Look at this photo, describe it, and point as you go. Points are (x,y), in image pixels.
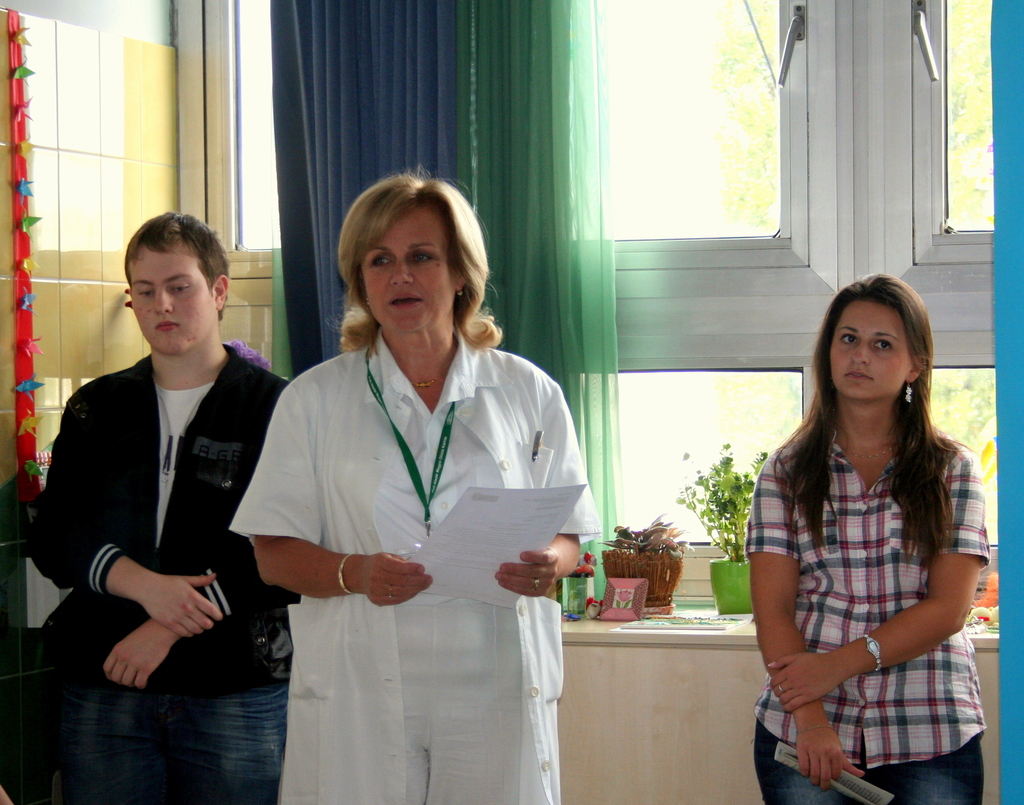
In the picture I can see a woman (796,610) wearing a shirt (827,608) is standing on the right side of the image (821,588) and a person (141,573) wearing black color jacket (196,549) is standing on the left side of the image (149,513) and here we can see this person (485,625) wearing a white color dress (449,692) is holding a paper (459,563) in her hands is standing at the center of the image (362,487). In the background (744,581), I can see flower pots (645,568) and a few more objects (590,605) are placed on the table (649,672) and I can see the curtains (352,147) and the glass windows (703,145).
